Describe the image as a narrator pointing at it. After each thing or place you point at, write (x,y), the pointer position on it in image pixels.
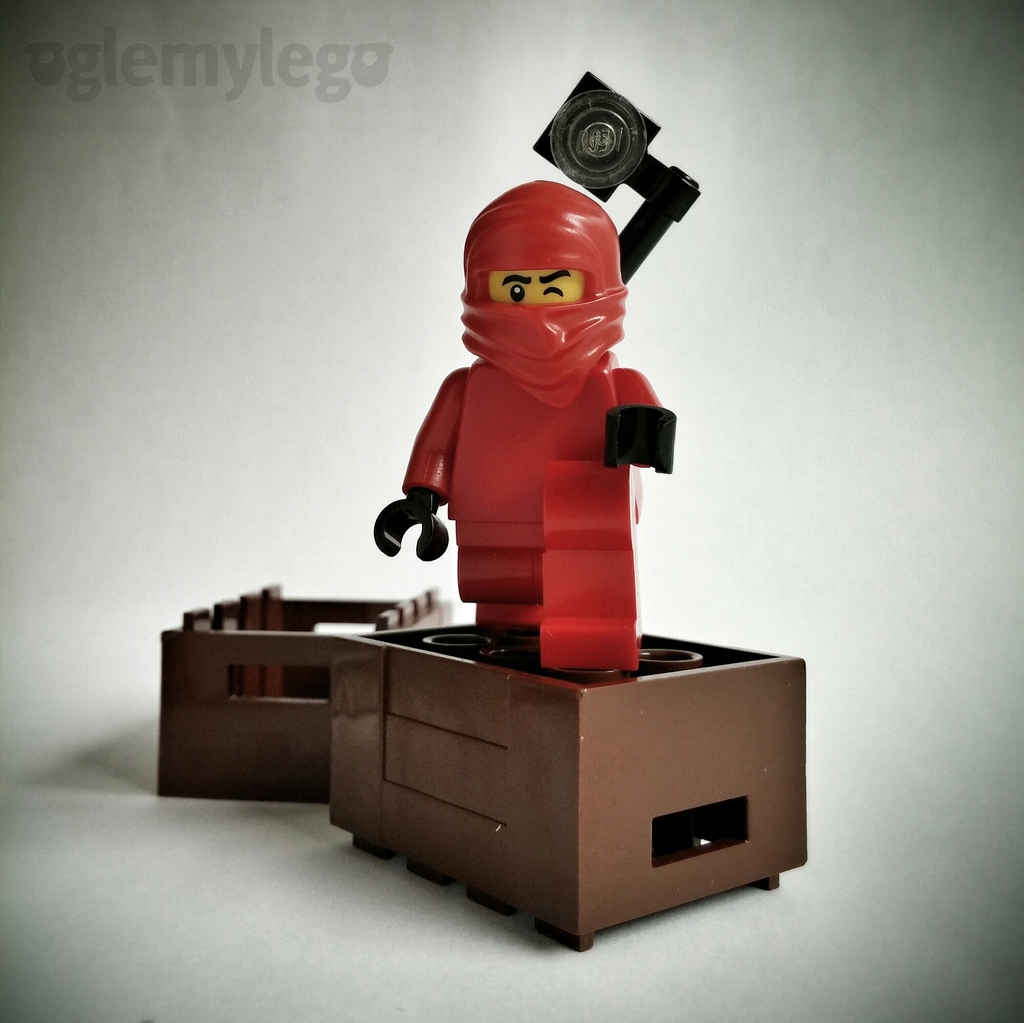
In this image, we can see a toy (619,514) on the white background.
